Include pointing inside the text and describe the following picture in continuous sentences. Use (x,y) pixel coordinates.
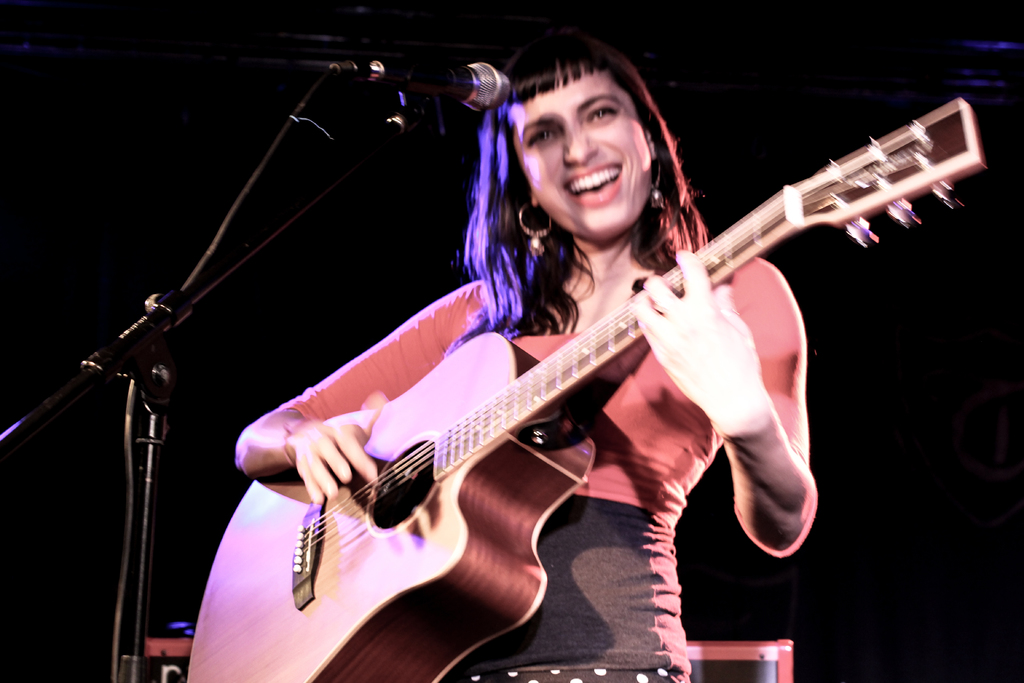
There is a woman (572,187) standing, laughing, holding and playing a guitar (394,517). In front of her, there is a mic (434,84) and stand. In the background (731,653), there are boxes (761,649). And the background (853,621) is in dark color.
